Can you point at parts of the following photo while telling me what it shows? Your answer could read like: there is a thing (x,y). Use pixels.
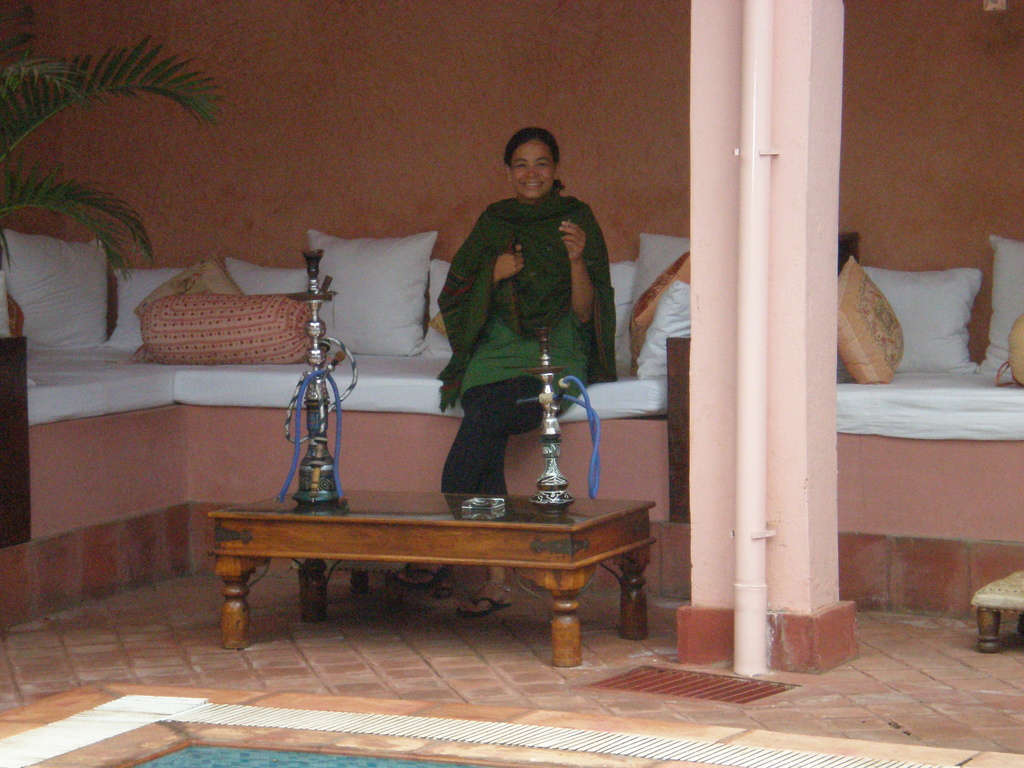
This picture was taken in a house (487,68). To the wall (531,101) there are some pillows (121,290), cushions (218,304) lying on a concrete bench (167,407). There is a table (239,636) in a center and two antique pieces (547,460) on it. There is a woman (451,491) sitting on the cushions (377,370) and she is a wearing green dress (555,280). To the right corner (773,383) there is a pillar (788,560) and a pipe (763,305) attached to it. To the left corner (51,208) there is a plant (44,196). On the floor (767,679) there are some tiles (166,651).
